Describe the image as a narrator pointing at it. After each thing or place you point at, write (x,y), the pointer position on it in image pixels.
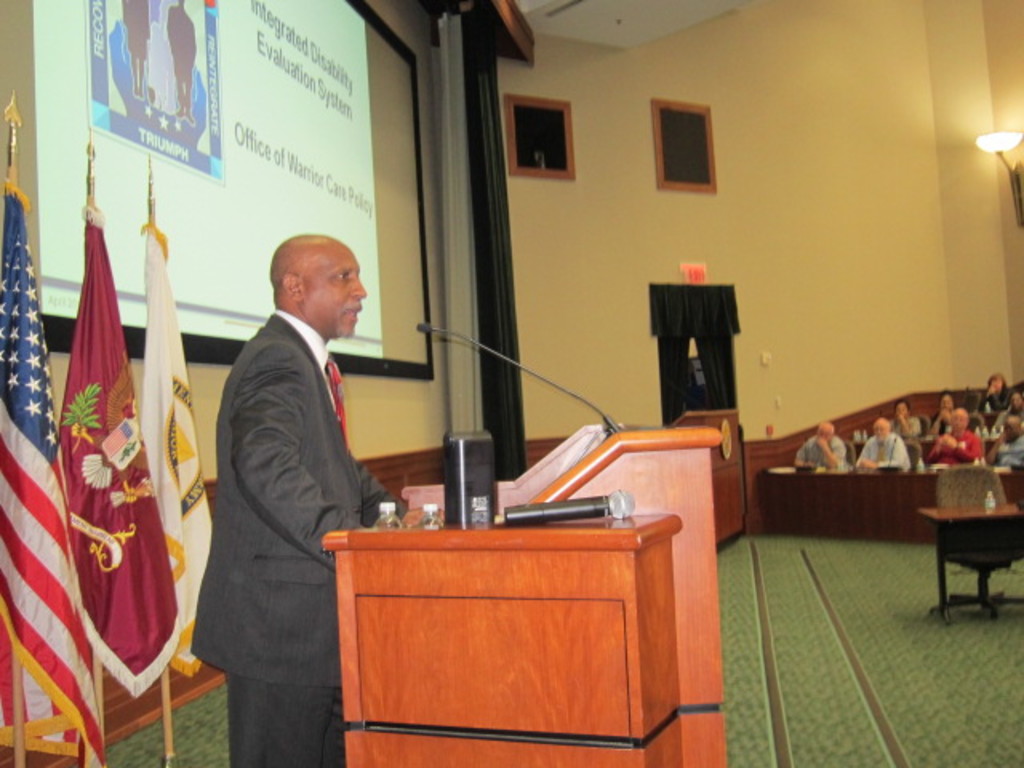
In this picture we can see a man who is talking on the mike (439,328). This is table (483,629). Here we can see some persons (913,419) are sitting on the chairs (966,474). This is floor (867,671). On the background (871,219) there is a wall (819,151) and this is light (984,141). Here we can see a screen (134,167) and these are the flags (116,496).
